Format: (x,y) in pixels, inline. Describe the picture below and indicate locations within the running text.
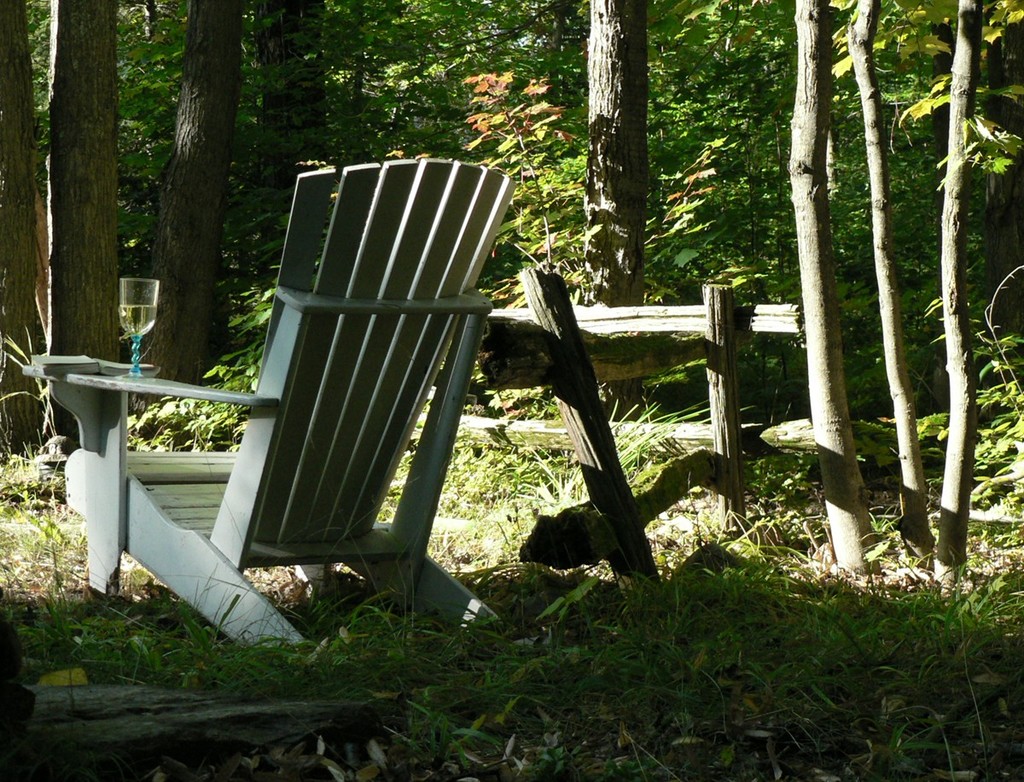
In the image I can see a chair (112,469), armrest (116,387) on which there is a glass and also I can see some trees (596,236) and plants (536,405).
